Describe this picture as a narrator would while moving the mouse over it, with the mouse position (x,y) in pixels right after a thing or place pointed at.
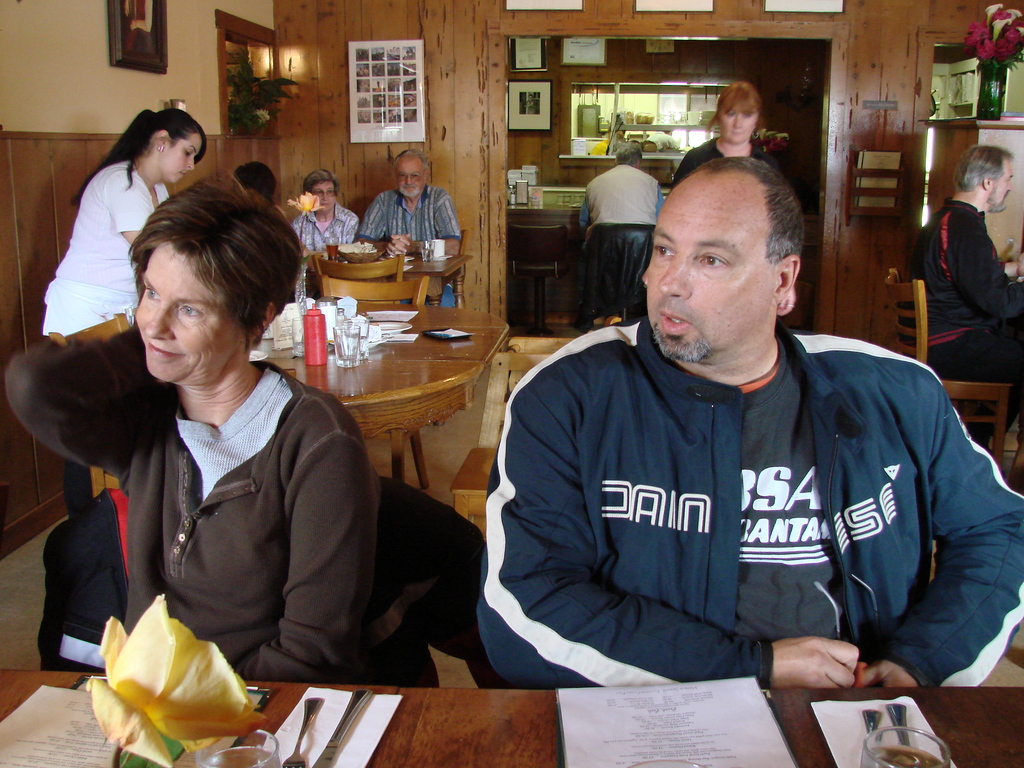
In the picture we can find a man (543,393) and a woman (75,407) sitting on the chairs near the table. On the table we can find a flower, a spoon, a glass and some papers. In the background (8,181) we can find two people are standing, some people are sitting, and on the table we can find some glasses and papers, plates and we can also find a wall (489,202) with photos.
